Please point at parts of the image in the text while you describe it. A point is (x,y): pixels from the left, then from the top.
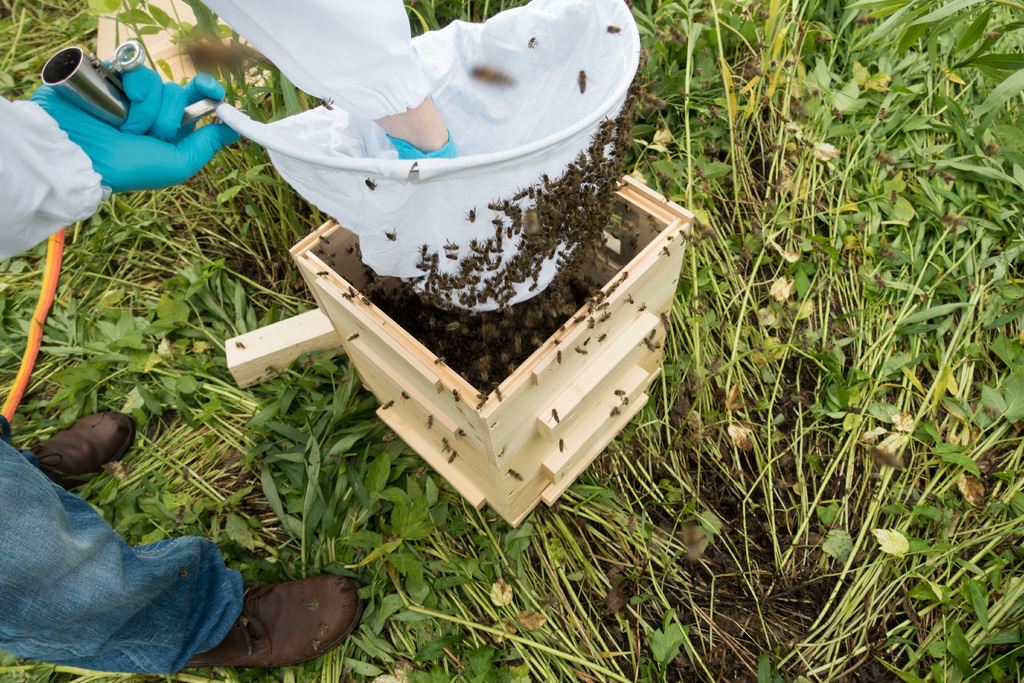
In this image I see a person (105,137) over here who is holding a silver thing (106,92) and I see a white color thing (512,135) over here on which there are many honey bees (530,249) and I see the cream color thing (353,303) over here and I see the plants (933,602).
